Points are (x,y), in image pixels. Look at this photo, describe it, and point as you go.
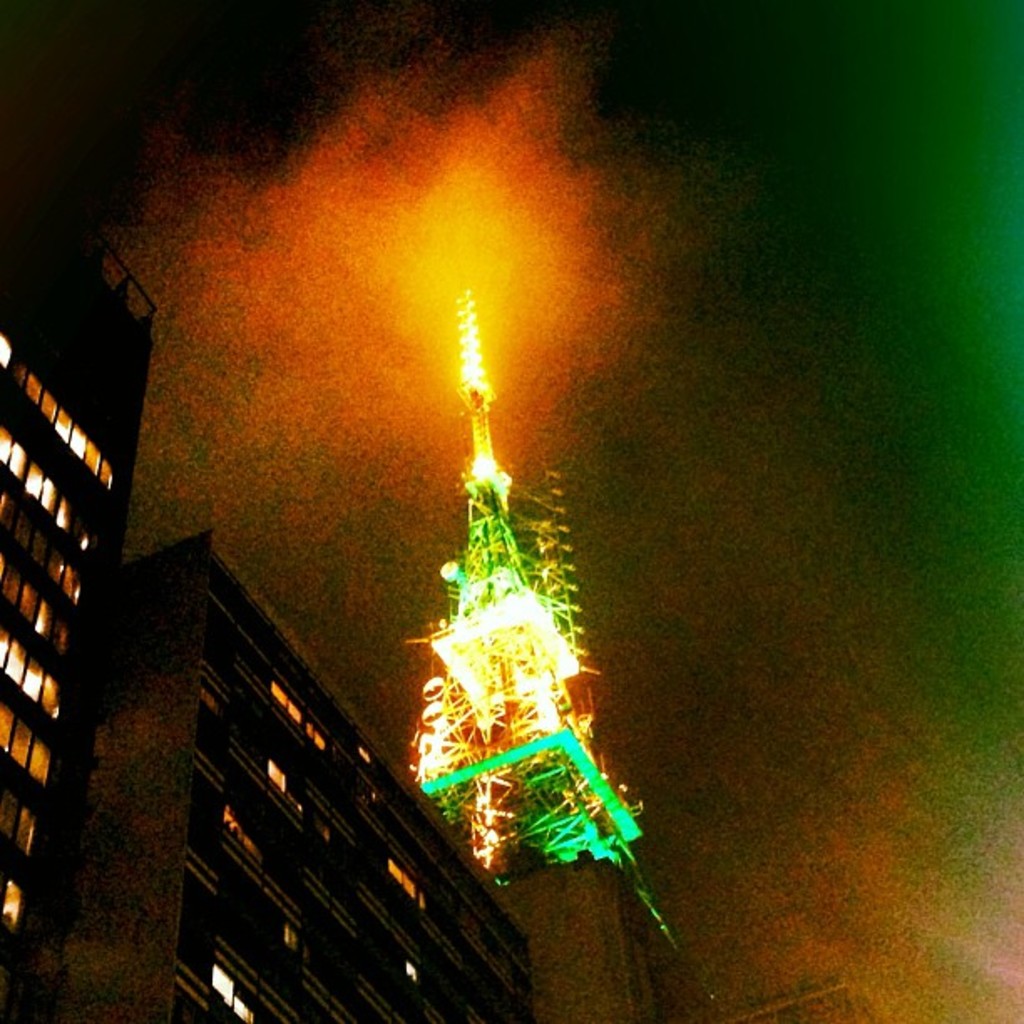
This looks like a tower (512,604) with the lighting's (478,612). These are the buildings (217,787) with the windows (37,469). I think this is a sky (726,395).
